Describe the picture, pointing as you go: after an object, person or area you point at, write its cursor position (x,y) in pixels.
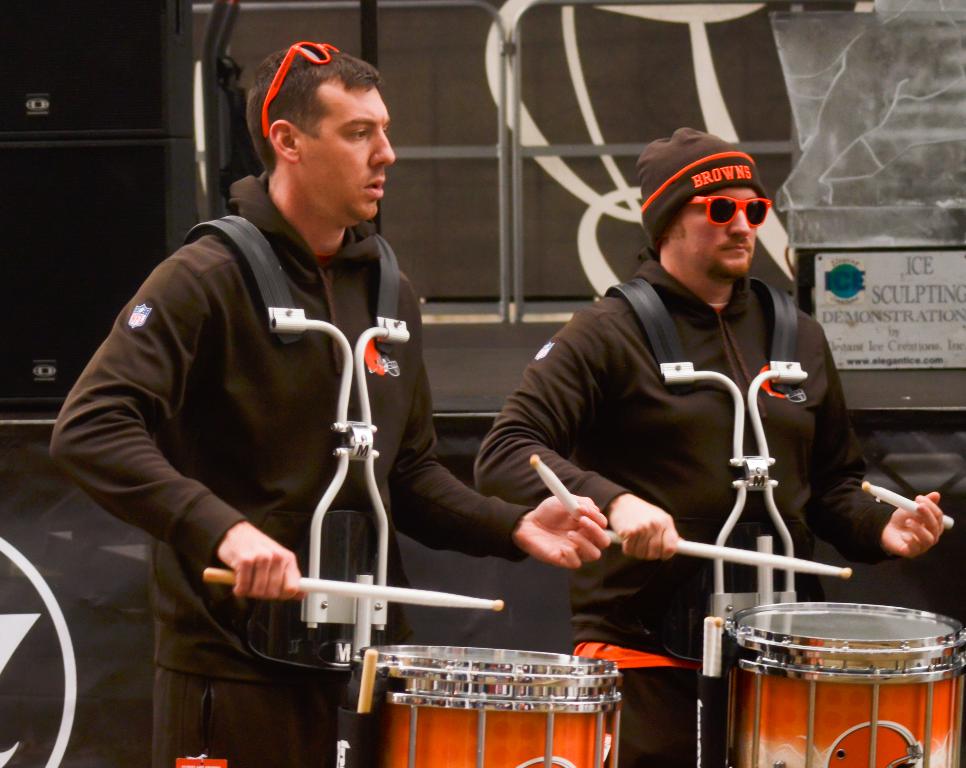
In this picture we can see two men (184,350) wearing jackets (380,419). Among them one is wearing goggles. They both are holding sticks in their hands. These are drums (538,676).
